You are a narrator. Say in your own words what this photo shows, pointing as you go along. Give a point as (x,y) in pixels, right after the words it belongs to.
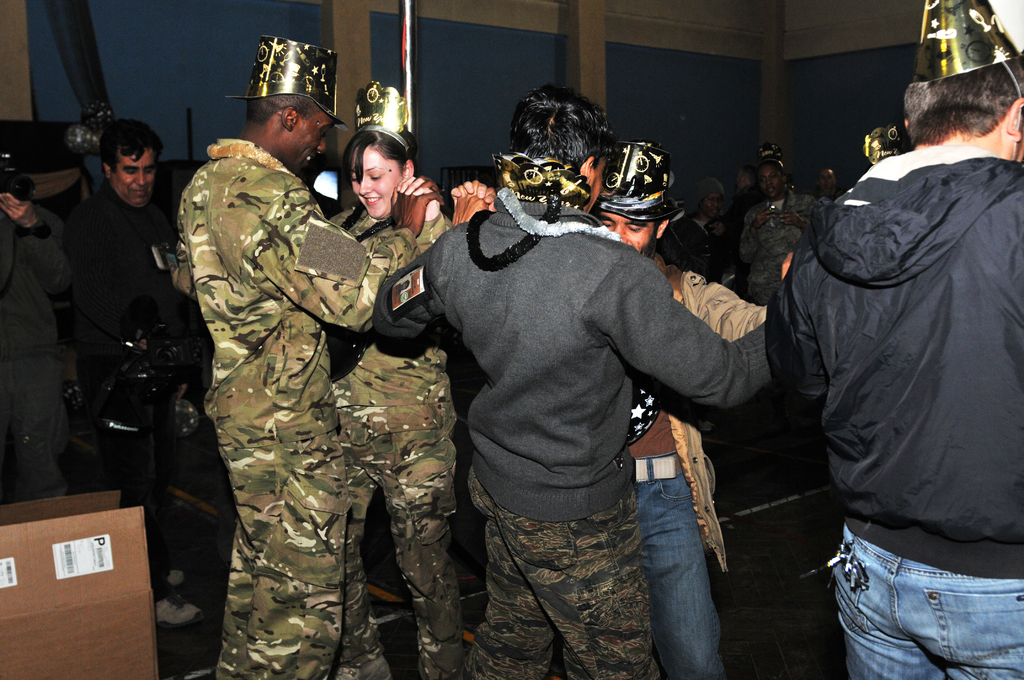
In this image there are few persons (971,132) holding hands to each other and I can see beams (604,58) at the top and I can see card board box (113,561) on left side (121,571).
